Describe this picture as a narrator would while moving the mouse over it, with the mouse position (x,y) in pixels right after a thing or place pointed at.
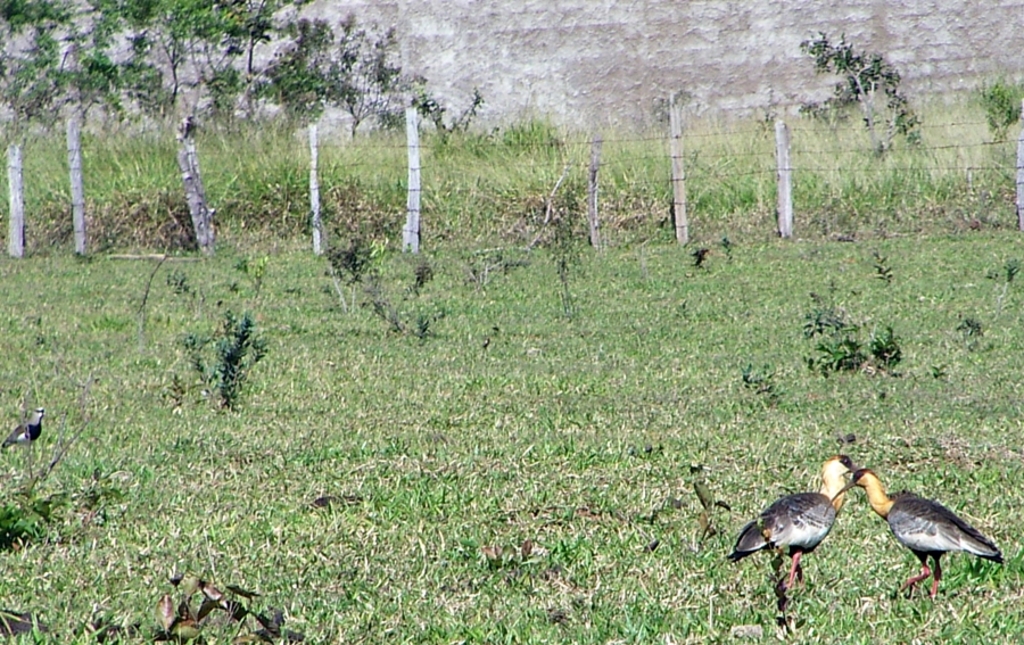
This picture is clicked outside. On the right corner (979,544) we can see the two birds (873,498) and we can see the green grass (523,320), plants (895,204), poles (16,231), wall (544,58) and some other objects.
